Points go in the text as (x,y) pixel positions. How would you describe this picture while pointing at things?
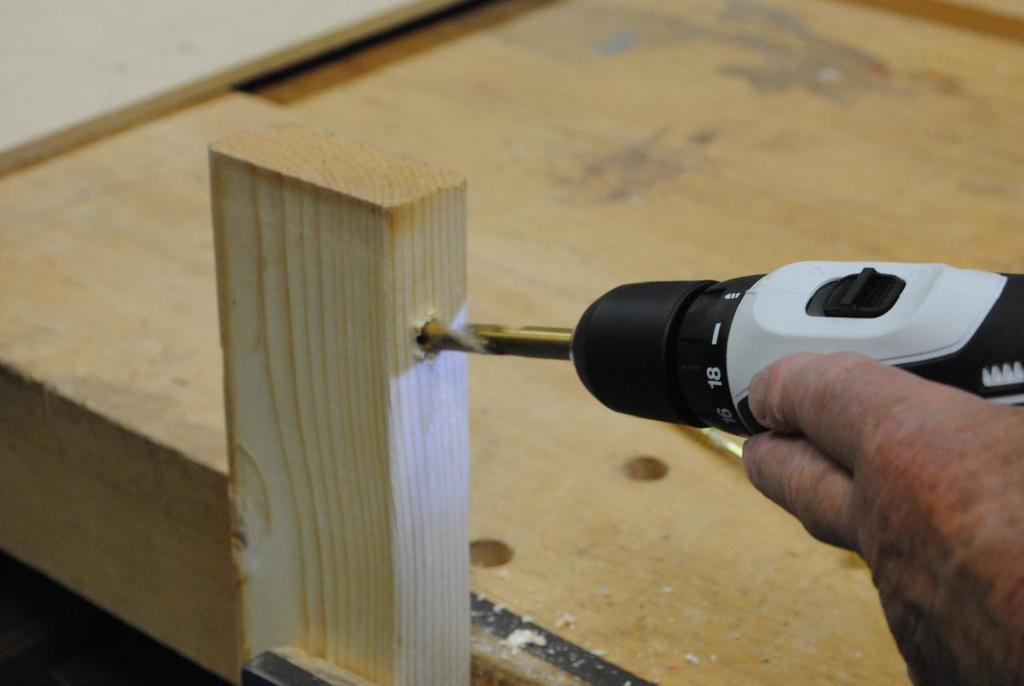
In the image there is a person (778,435) drilling wood (379,328) with drilling machine (603,352).
